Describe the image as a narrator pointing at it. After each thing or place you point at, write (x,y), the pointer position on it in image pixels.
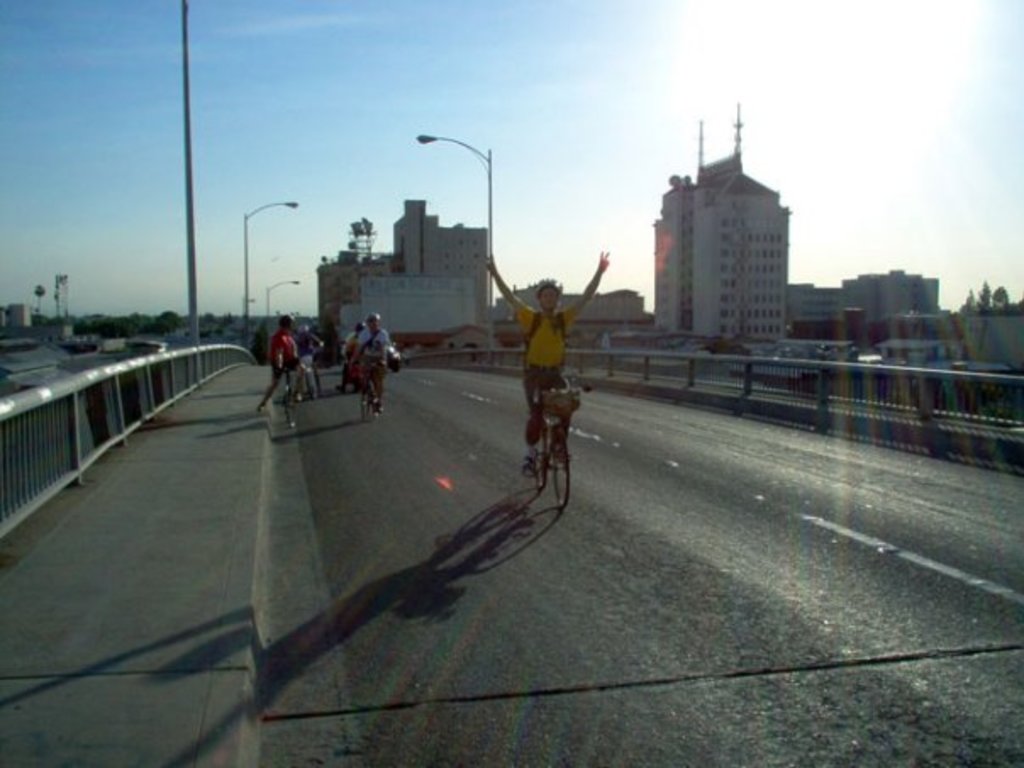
In this image we can see few people (366,376) riding bicycles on the road (431,374). There are few road safety barriers (112,396) in the image. There are many buildings (353,290) in the image. There are few street lights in the image. We can see the sky (394,78) in the image.
